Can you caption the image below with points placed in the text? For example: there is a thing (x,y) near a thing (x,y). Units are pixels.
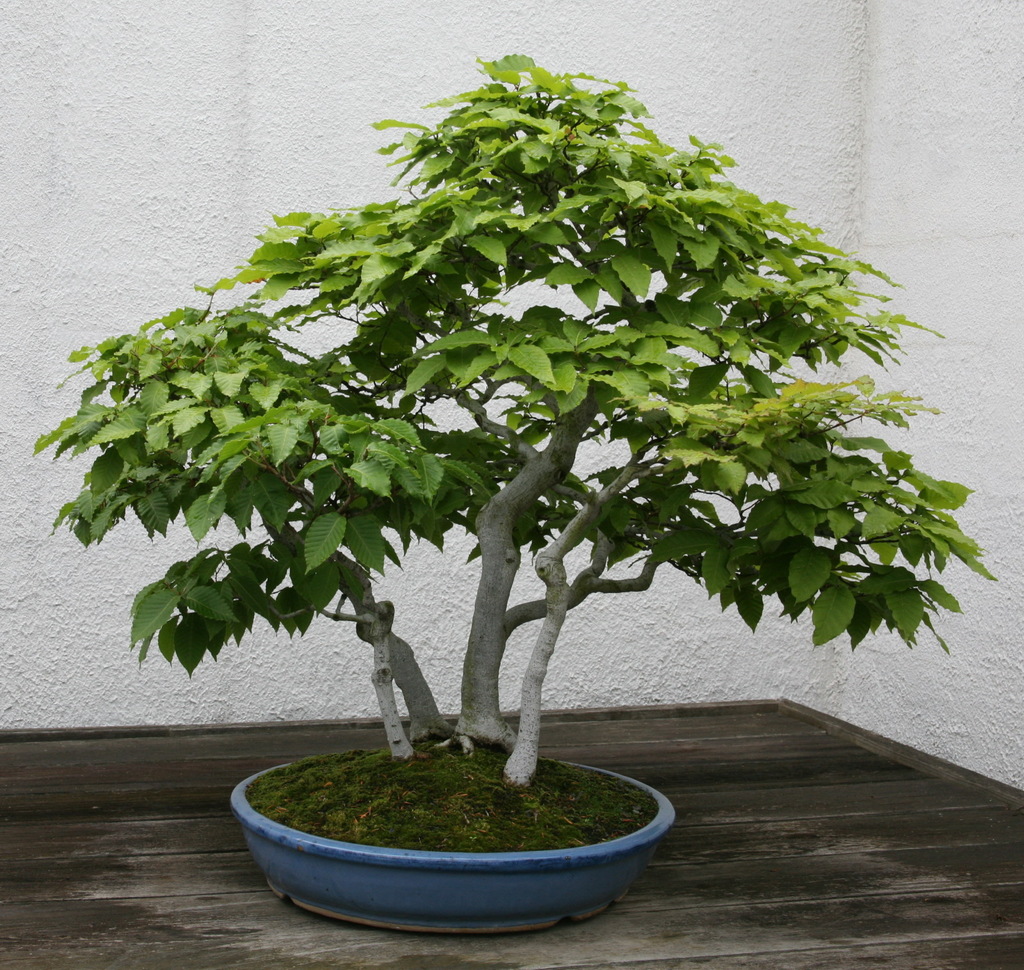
In this image we can see a plant (364,624) in a pot (420,850) which is placed on a wooden surface (117,900). Behind the plant (353,394) there is a wall (359,142).
